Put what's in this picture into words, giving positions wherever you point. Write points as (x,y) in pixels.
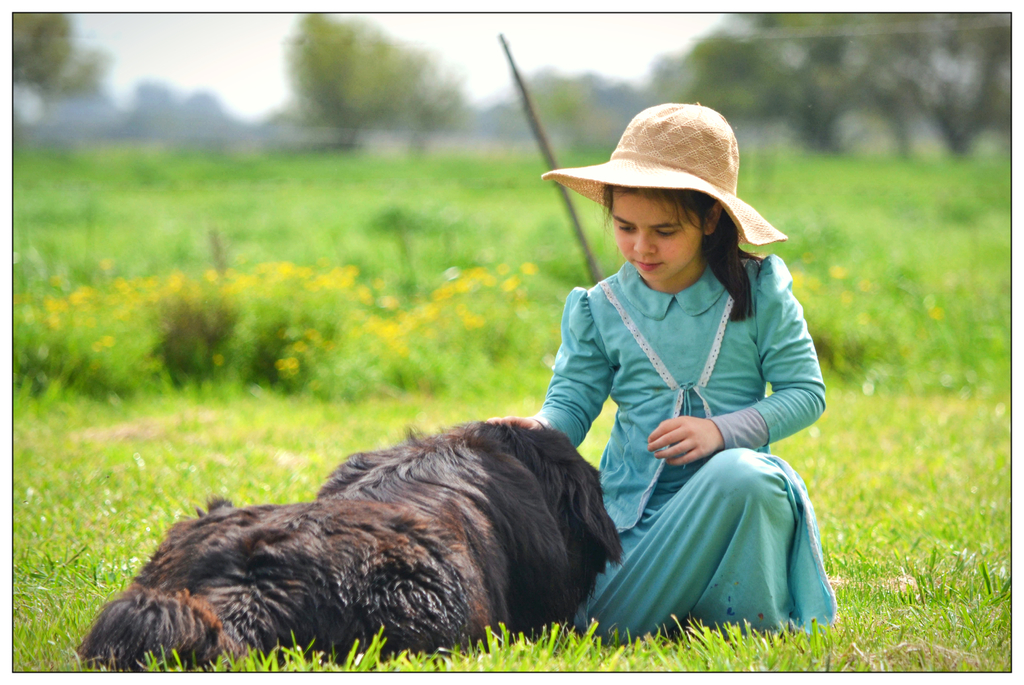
Here we can see child (618,280) sitting in grass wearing a hat (631,164) with a dog (586,464) in front of her, behind her we can see plants (228,263) and trees (404,87).
